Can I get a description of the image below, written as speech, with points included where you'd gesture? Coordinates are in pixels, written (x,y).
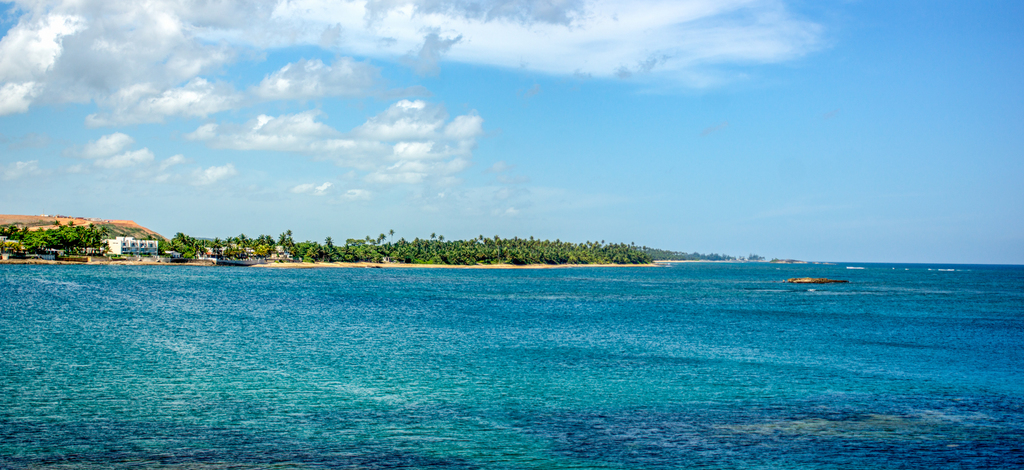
In this picture we can see water (526,334), in the background (312,256) we can find few trees (632,254), buildings (128,248) and clouds (94,68).
